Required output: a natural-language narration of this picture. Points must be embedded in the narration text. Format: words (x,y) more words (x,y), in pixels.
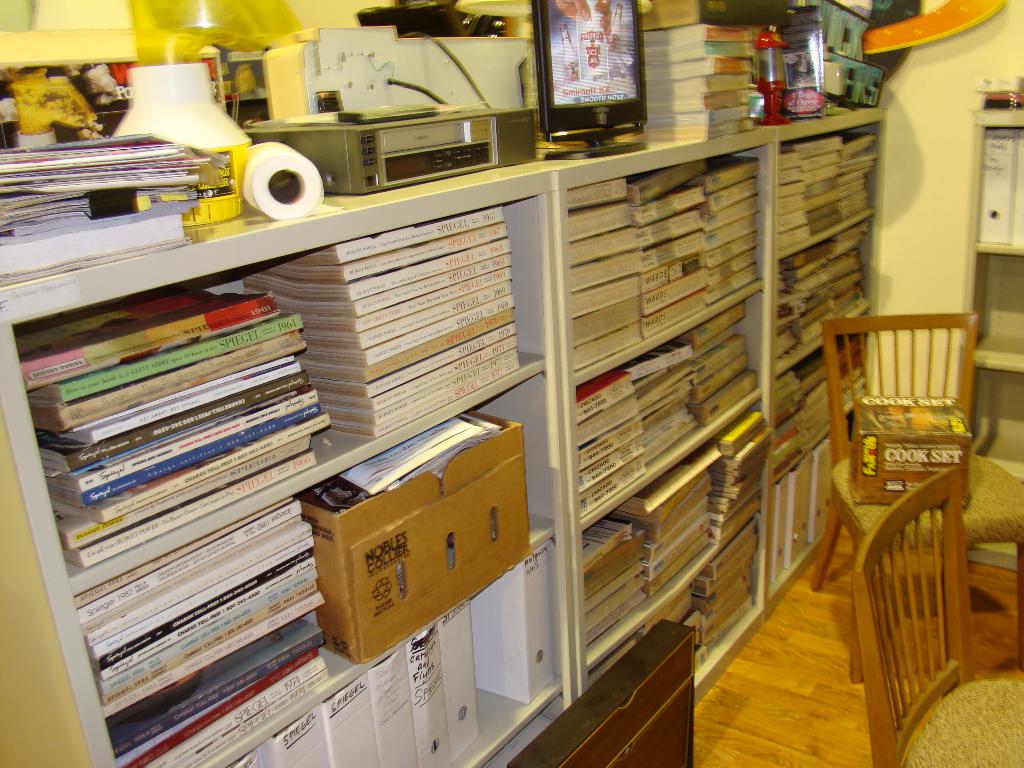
In this image on the right side (924,494) there is an empty chair (949,697). In the center (523,431) there are shelves (759,396) and in the shelf (775,228) there are books (734,241), files (366,738) and there is a box (413,506). On the top of the shelf (476,193) there is a monitor (571,91), there are books (122,149) and there are objects (159,121) which are white and red in colour and in the background (907,378) there is a chair (929,386) and on the chair (1007,480) there is a box (903,456) with some text (899,449) written on it and there is a shelf (1006,268) and there are objects (1010,216) in the shelf (1006,284) which are white in colour.
